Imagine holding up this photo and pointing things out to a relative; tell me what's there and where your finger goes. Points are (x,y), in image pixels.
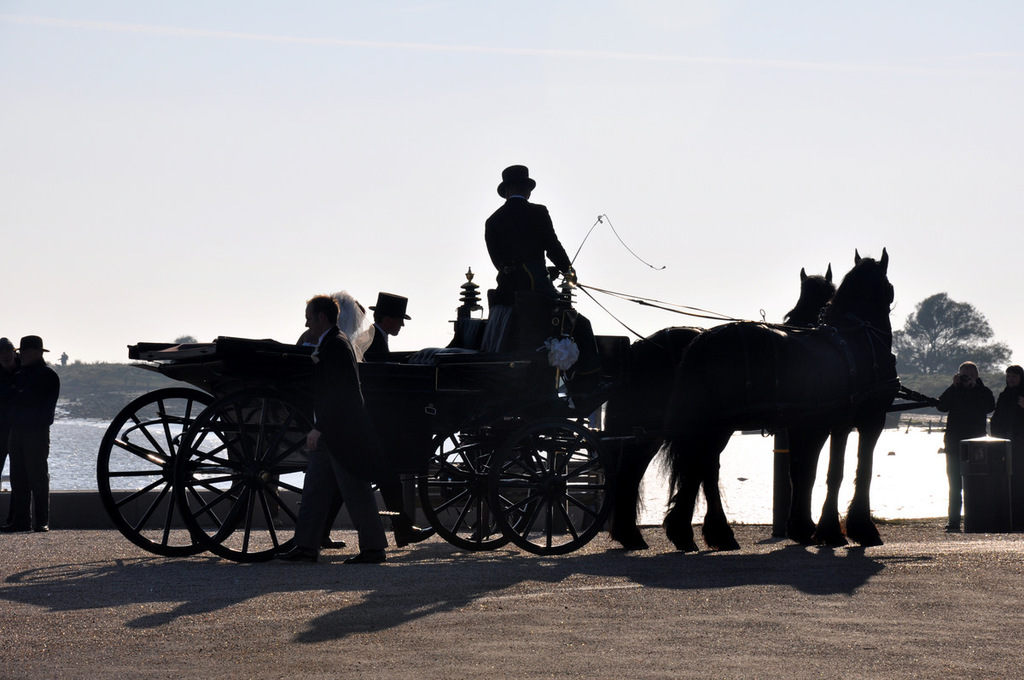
in the picture we can see a horse cart (547,384) and many persons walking near the cart (455,369) we can see the person (562,265) sitting on the cart (583,423), we can see the water (940,500) and we can also see the clear sky (449,186).
